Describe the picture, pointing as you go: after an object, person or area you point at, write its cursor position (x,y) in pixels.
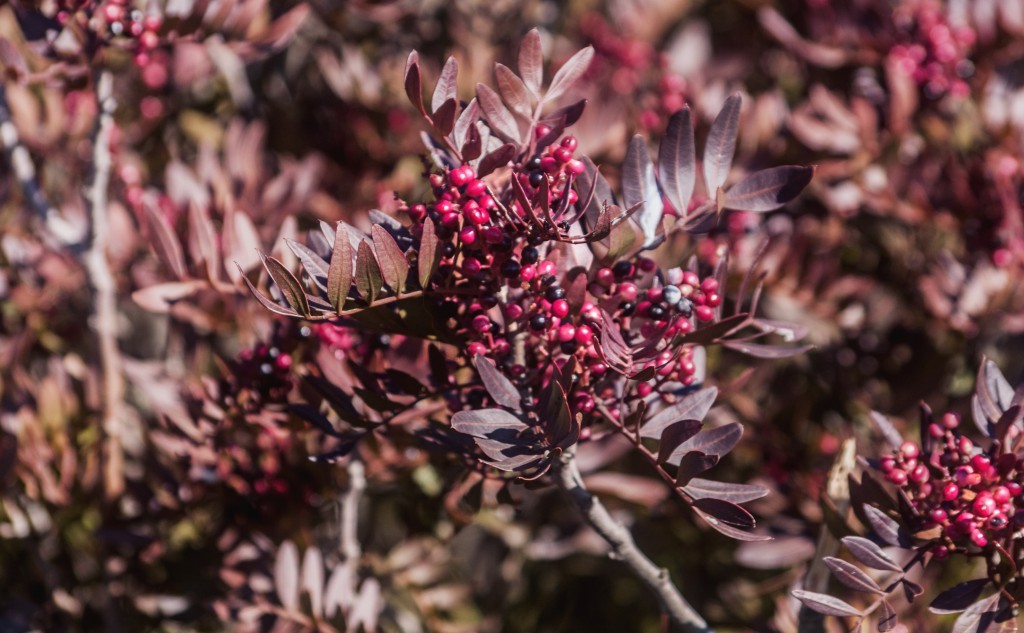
In this image in the foreground (420,393) there are some fruits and plants (601,341), and in the background (966,285) also there are plants (460,473).
